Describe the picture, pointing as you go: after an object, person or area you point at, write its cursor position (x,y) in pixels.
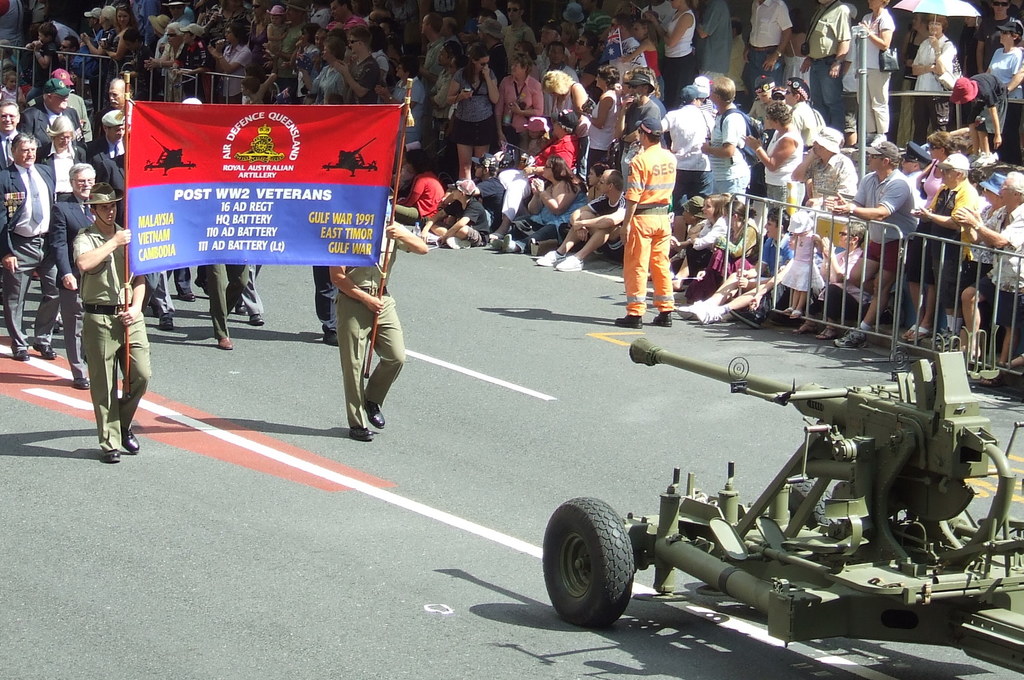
This picture shows few people (645,174) standing and few are seated and we see a woman (944,41) holding a umbrella (959,6) and we see few people (57,82) walking on the road (173,419) and couple of men (104,261) holding a banner (333,204) in their hands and we see a man (105,206) wore hat (113,194) on his head (113,194) and we see a machine (1015,638).
